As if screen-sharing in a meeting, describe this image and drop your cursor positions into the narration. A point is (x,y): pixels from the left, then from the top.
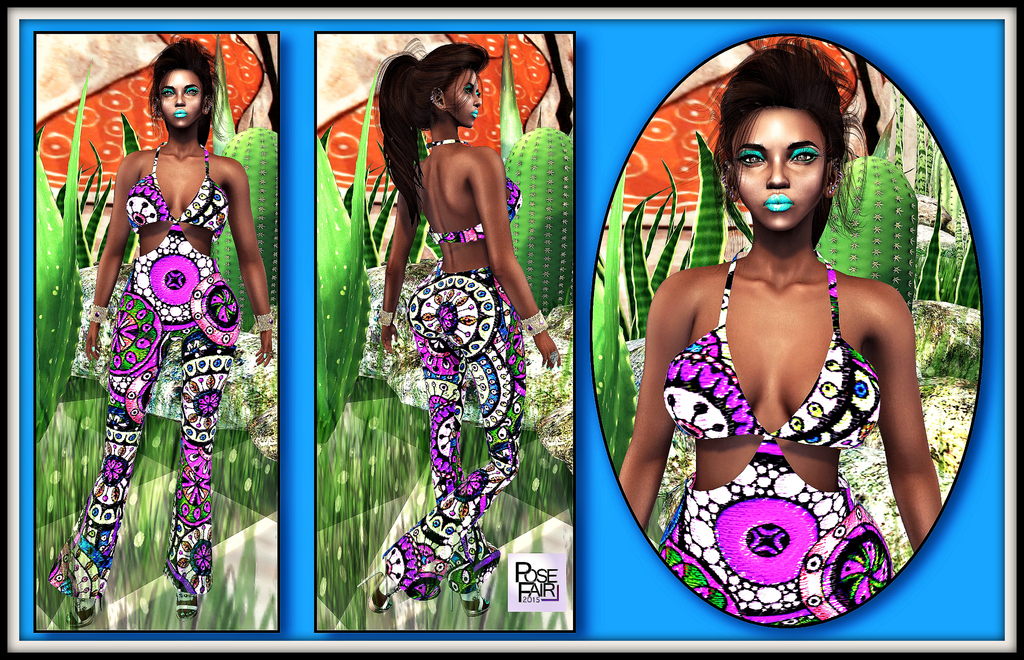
In this picture there are three panels (648,381) in the image.
